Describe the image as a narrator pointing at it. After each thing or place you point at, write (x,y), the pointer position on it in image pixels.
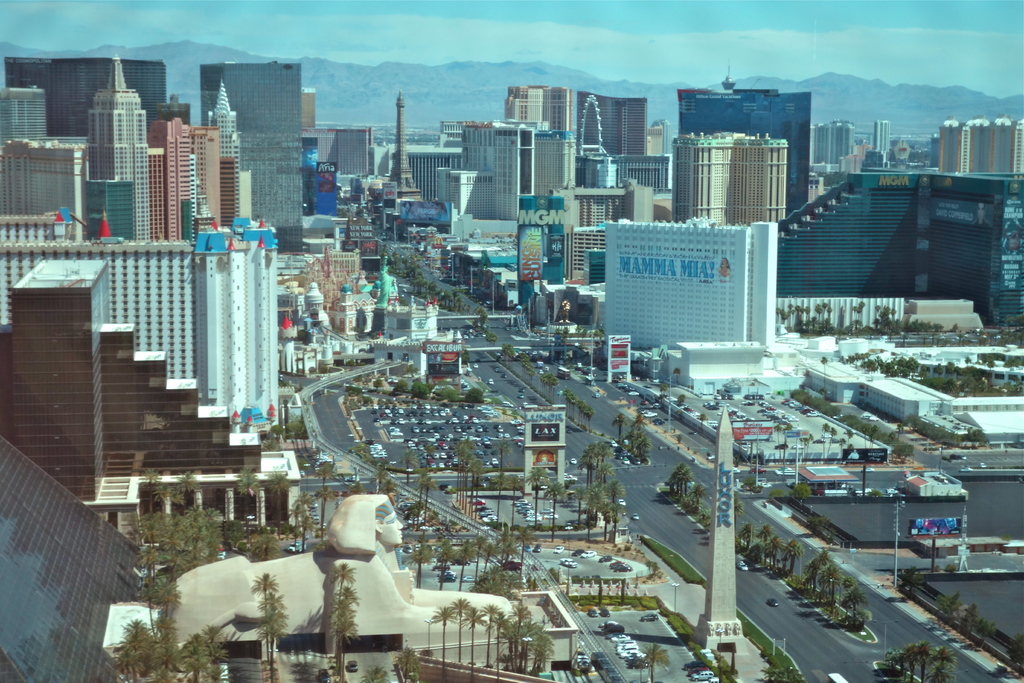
This is aerial view of a city (177,549). In the foreground of the picture (60,488) there are sculptures (321,563), trees (523,618), cars (462,412), roads (706,468), buildings (71,436), current poles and other objects (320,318). In the center of the picture (491,329) there are buildings (449,234), trees (417,267) and road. In the background (959,36) there are hills (385,95) and sky (416,31).
